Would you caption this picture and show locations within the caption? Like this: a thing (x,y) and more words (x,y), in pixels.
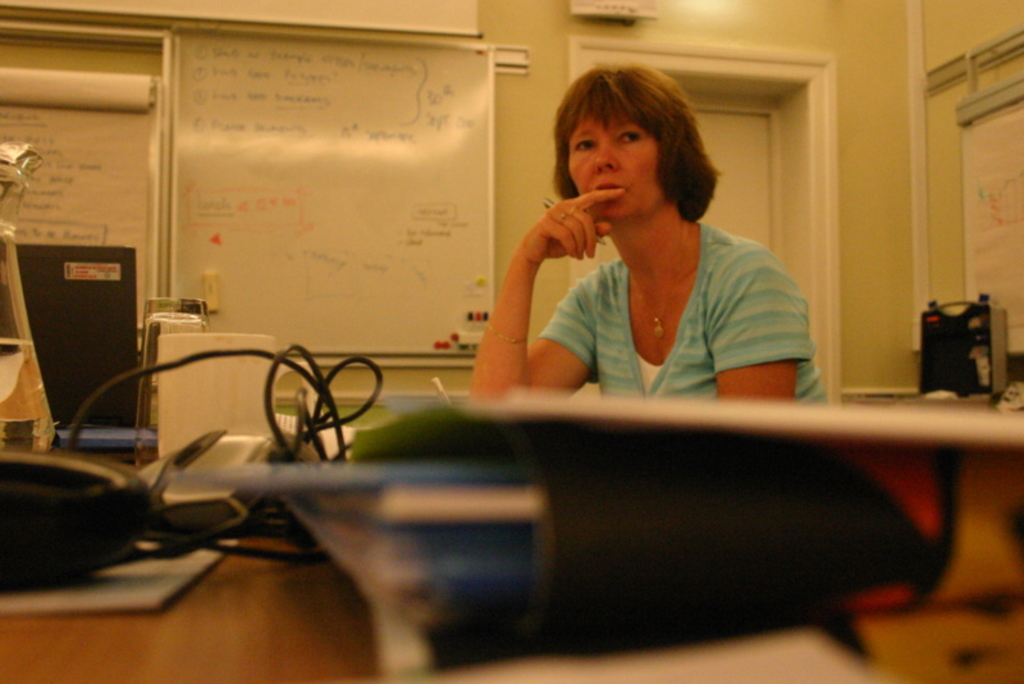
In this image I can see the person (558,376) wearing the white and blue color dress (641,366). On the table (348,577) I can see the wires (286,443), files (599,460) and some objects (358,441). In the back (295,195) I can see the boards (245,225) to the wall (545,139).
